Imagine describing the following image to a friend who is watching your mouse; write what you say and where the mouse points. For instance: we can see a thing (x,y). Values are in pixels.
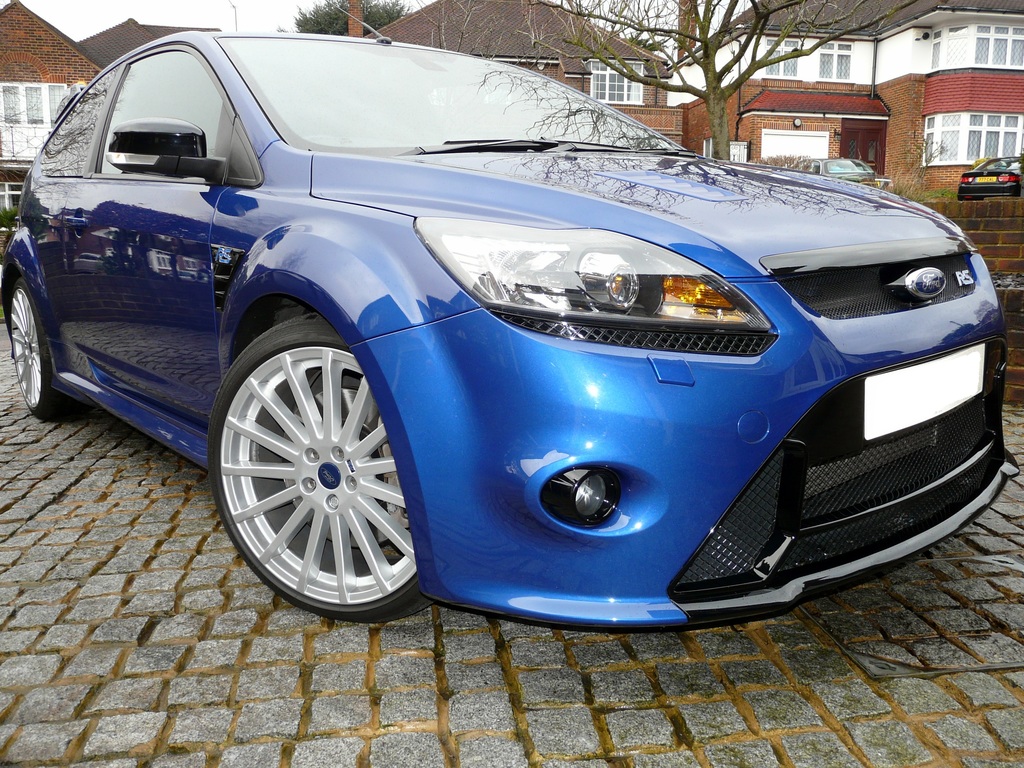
In the center of the image (431,498) we can see a car (496,499). In the background of the image (119,43) we can see the buildings (933,131), windows (945,144), trees (584,51), cars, wall (1001,218), plants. At the bottom of the image (684,726) we can see the pavement (542,665). At the top of the image (176,5) we can see the sky (217,17).
